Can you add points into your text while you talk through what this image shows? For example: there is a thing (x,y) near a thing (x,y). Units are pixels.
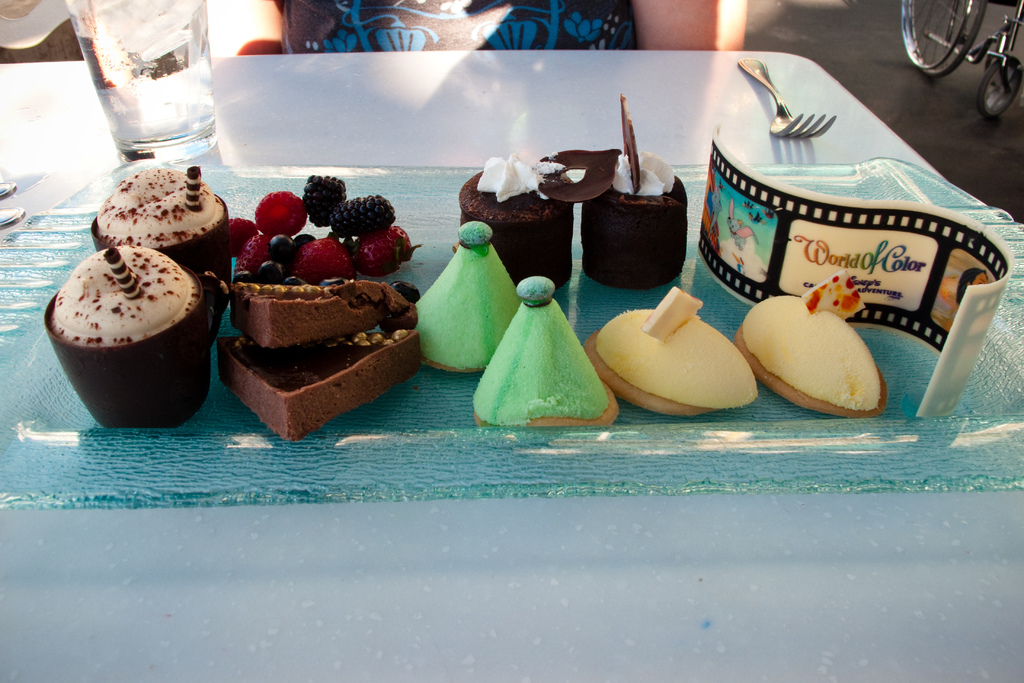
In this image there is some food (362,281) kept in the tray (873,334). The tray (778,173) is kept on the table (914,568) which is having a glass (202,115) and a fork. The glass (193,3) is filled with water (199,94). Behind the table (409,65) there is a person (415,27). Right top there is a wheelchair (1008,76) on the ground (937,97).
